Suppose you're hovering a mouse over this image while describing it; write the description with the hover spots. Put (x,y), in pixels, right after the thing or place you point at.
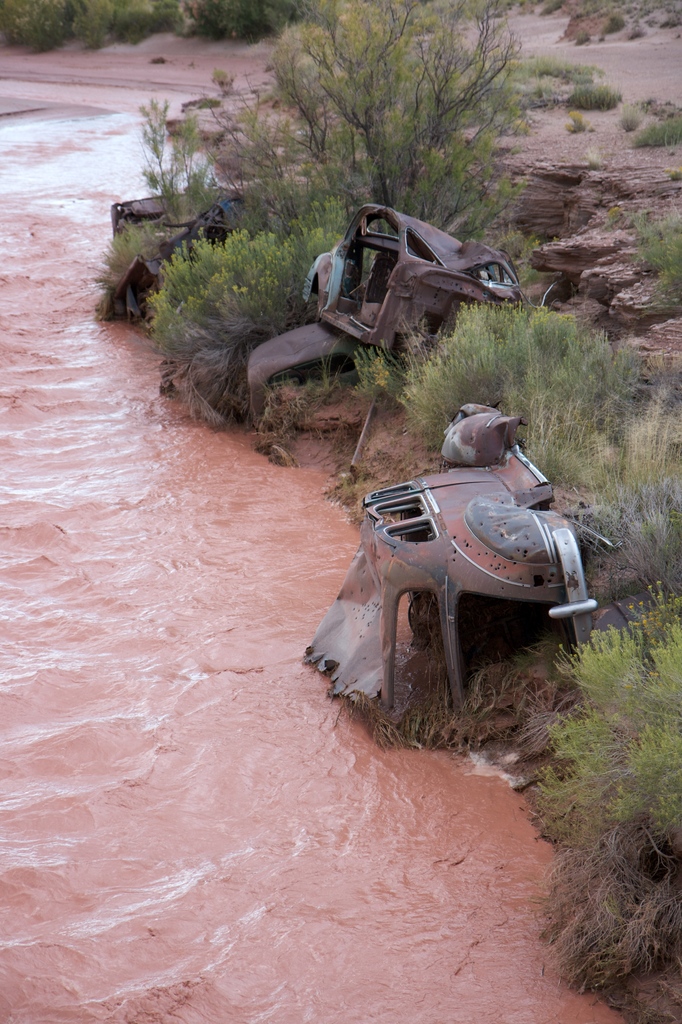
In this image we can see trees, there is the water (25,463), there are vehicle parts (405,289), there is grass (218,385).
